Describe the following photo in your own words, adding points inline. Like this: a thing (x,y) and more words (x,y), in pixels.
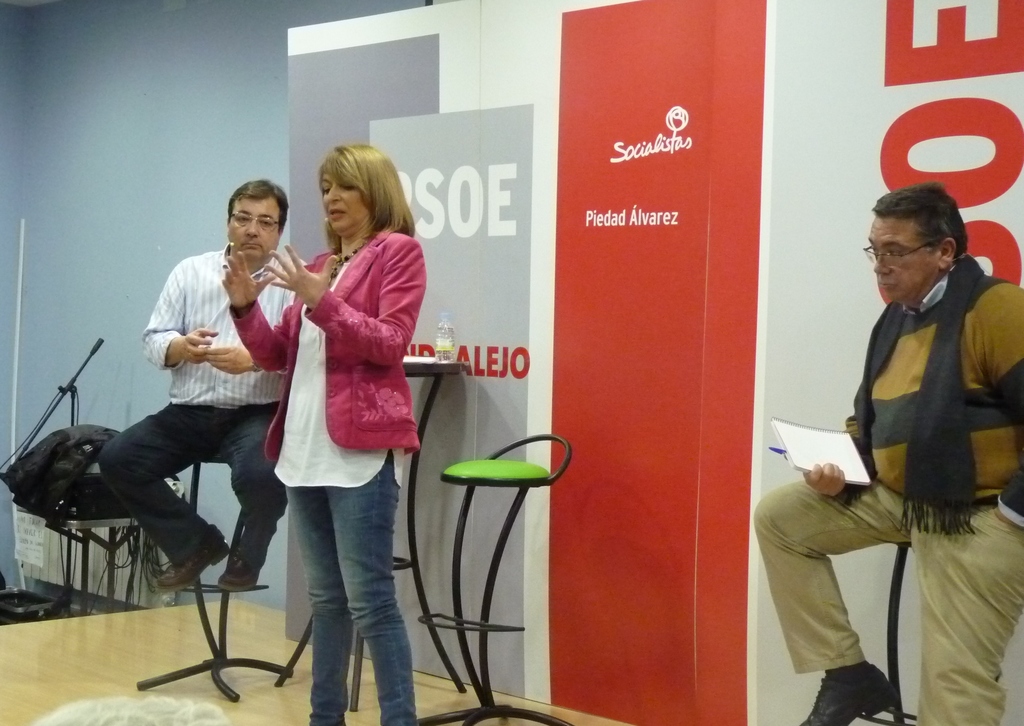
This is a picture taken in a room (48,426), there are three people (269,406) on the stage (264,642) two men's (187,434) are sitting on the chair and the women (285,478) is standing and explaining something. Background of this people (339,389) is a banner (576,161) the banner (602,168) is in the color of white and red.
